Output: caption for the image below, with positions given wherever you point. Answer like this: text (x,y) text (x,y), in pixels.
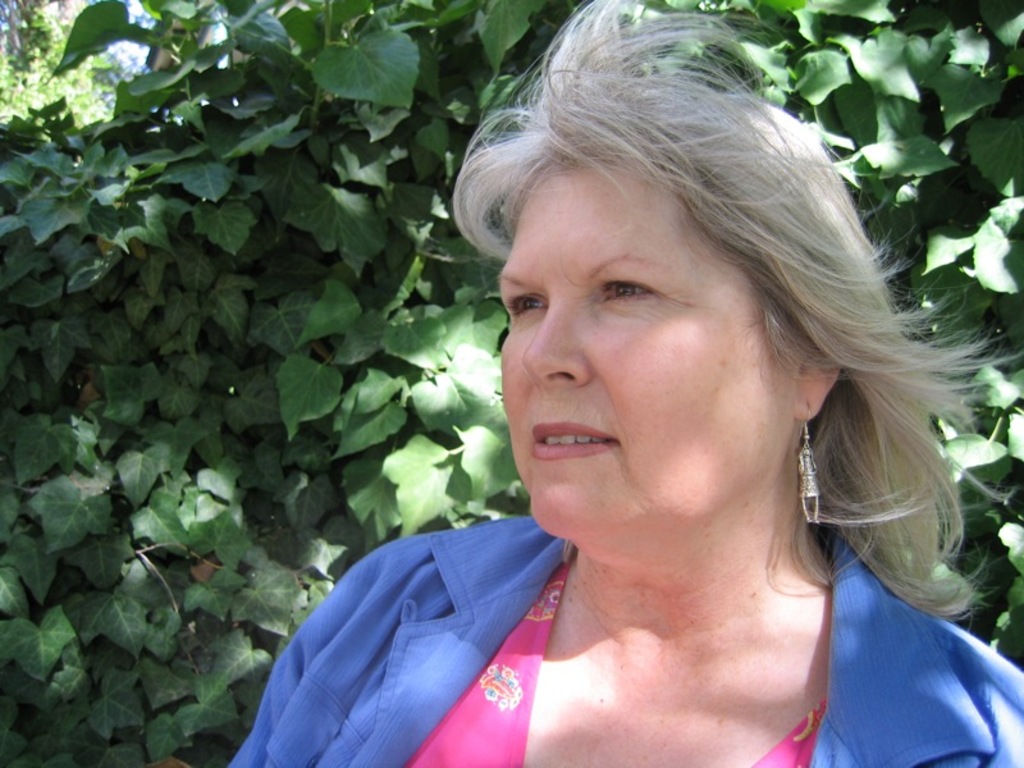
In this image there is a woman (713,626) standing, in the background (377,15) there are plants (418,153).
